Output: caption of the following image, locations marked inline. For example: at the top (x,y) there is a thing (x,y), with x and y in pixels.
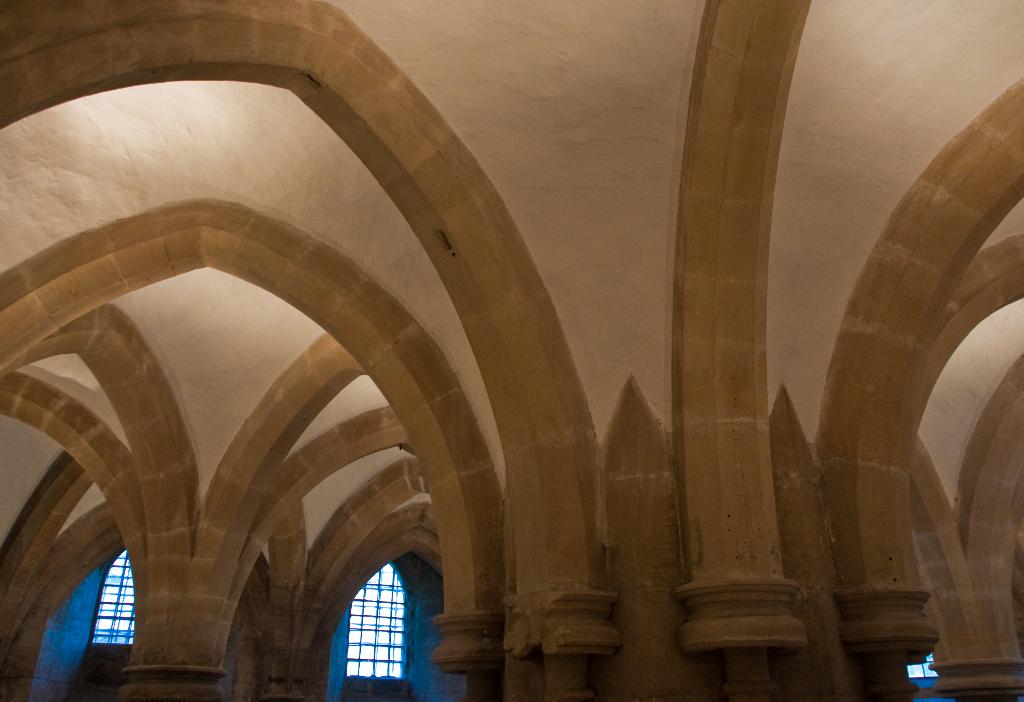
In this image I can see an arch (928,371) and at the bottom (388,623) I can see windows (370,636) and light focus (248,136) visible on arch (429,216) on left side (202,171).
